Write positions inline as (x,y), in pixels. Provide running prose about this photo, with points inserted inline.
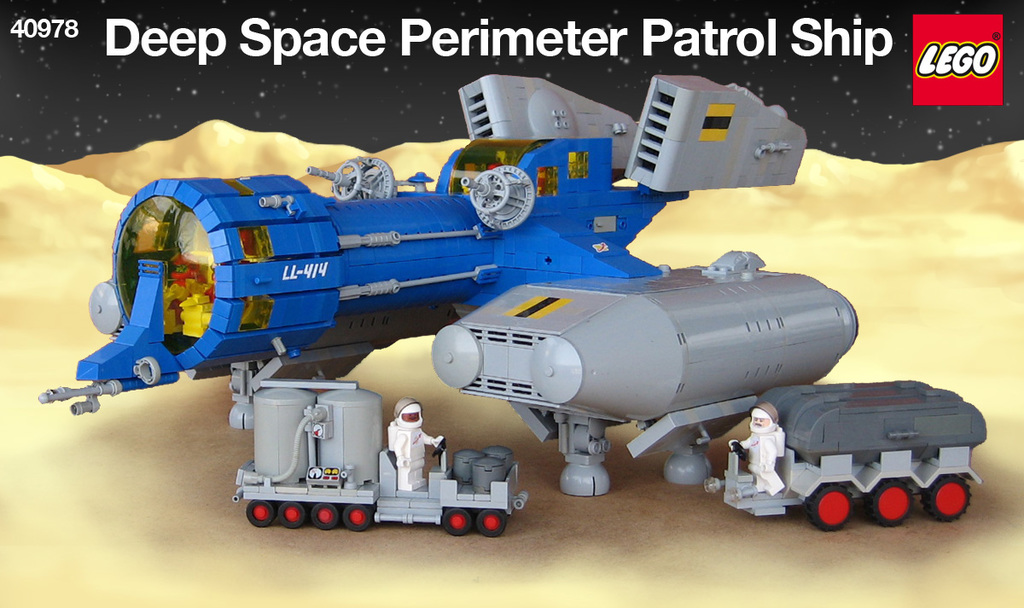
In this image I can see toy vehicle (143,227), the vehicle (167,296) is in blue and gray color. In front (766,409) I can see two toys (413,436) which are in white color and I can see black color background (419,94).
